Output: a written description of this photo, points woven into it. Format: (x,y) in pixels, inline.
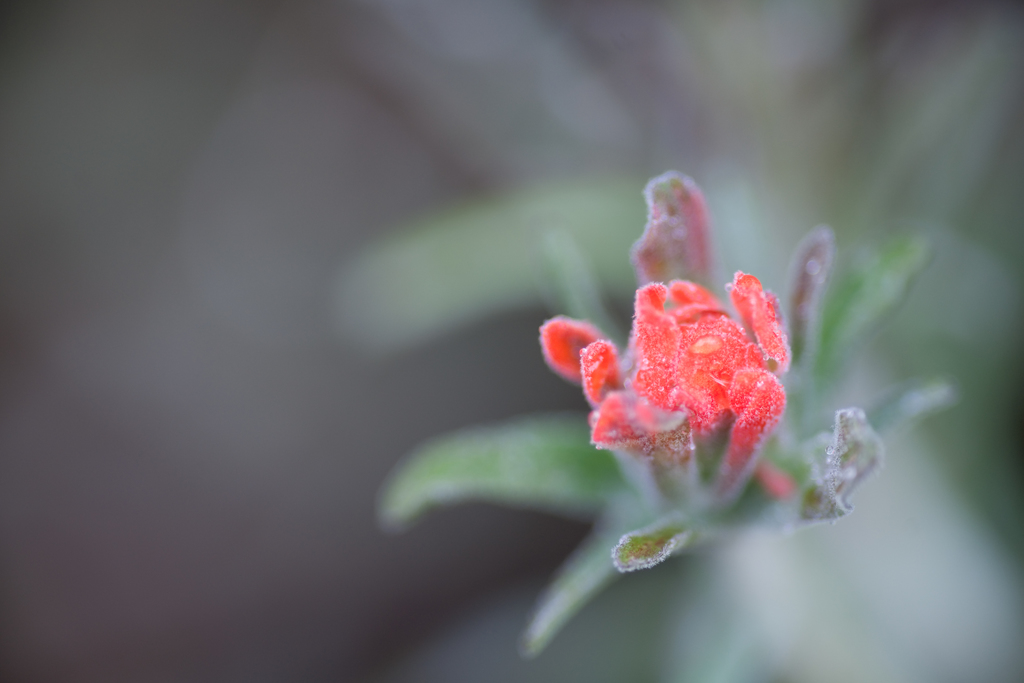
In the center of the image (657,381) we can see leaves (705,499) and one flower (632,370), which is in red color.
